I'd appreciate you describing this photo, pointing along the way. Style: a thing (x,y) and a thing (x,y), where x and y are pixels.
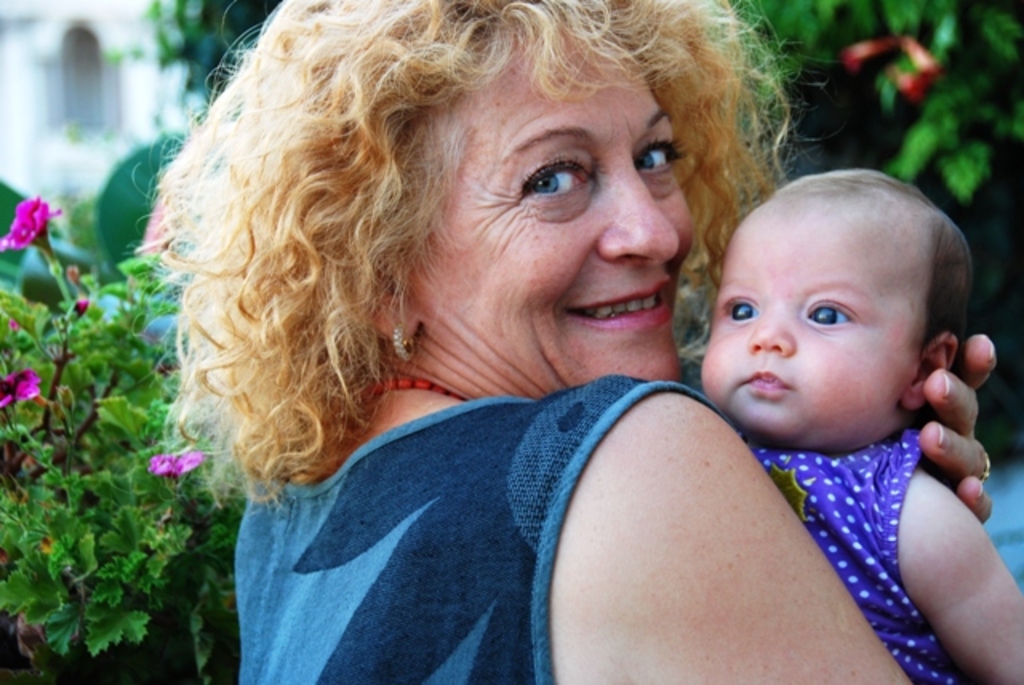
In the picture we can see a woman (579,607) standing and holding a baby (912,517), she is looking to right hand side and smiling, she is with blonde hair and beside her we can see some plants (110,214) with flowers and behind it we can see the house wall (85,167) which is not clearly visible.
